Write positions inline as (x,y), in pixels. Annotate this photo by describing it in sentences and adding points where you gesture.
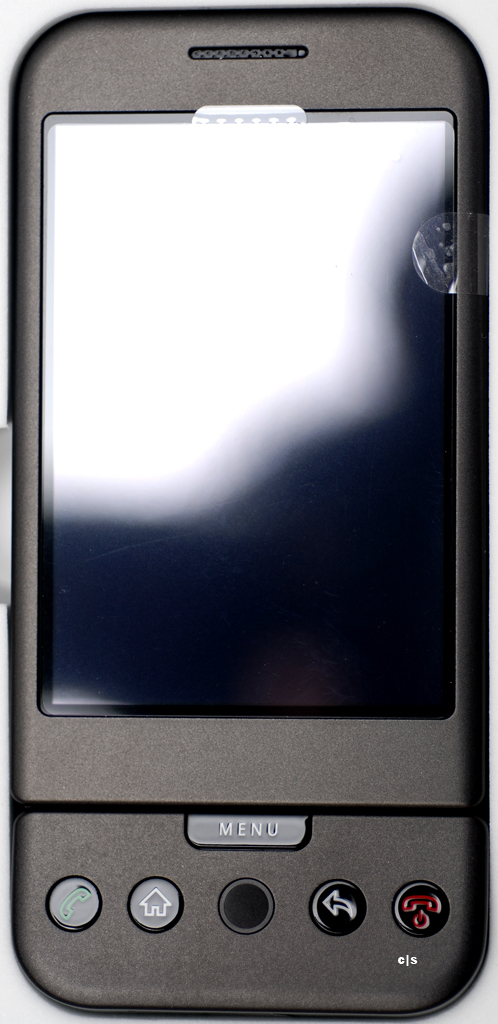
It is an image of an electronic gadget (249,467) in black color, there are buttons (435,899) at the down side of an image.
